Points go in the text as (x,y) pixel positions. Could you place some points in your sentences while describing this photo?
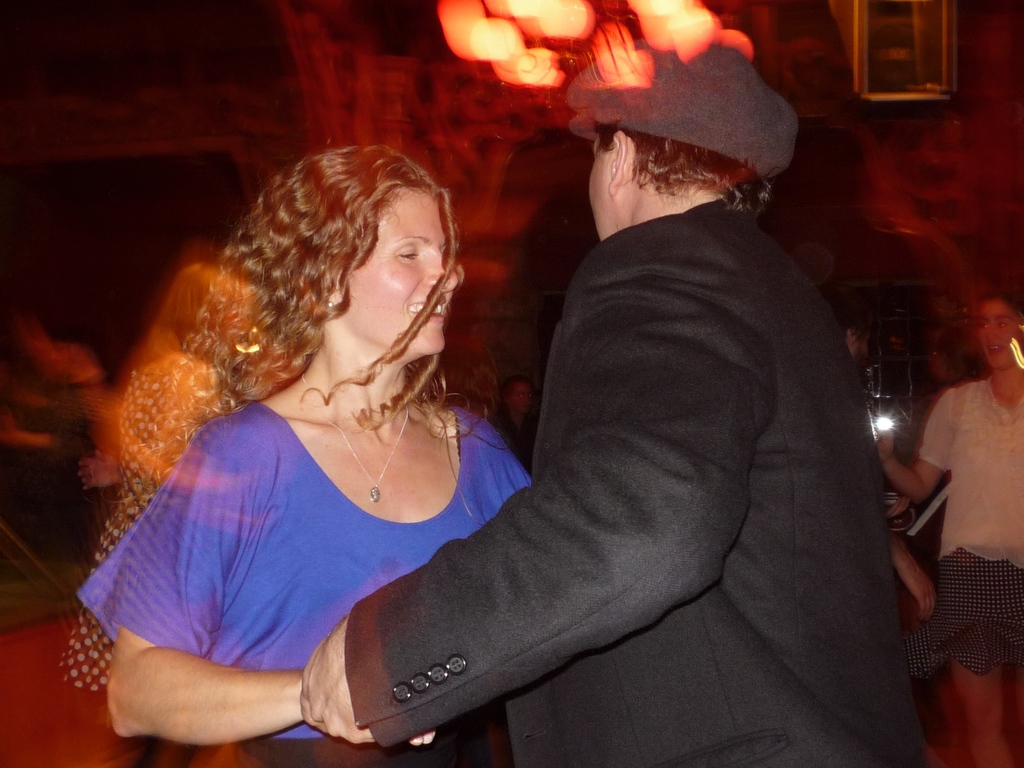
As we can see in the image there are few people (383,301) here and there and a wall (1011,226). The woman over here is wearing blue color dress (294,492) and the man (708,150) is wearing black color jacket (712,446). The image is little dark.
